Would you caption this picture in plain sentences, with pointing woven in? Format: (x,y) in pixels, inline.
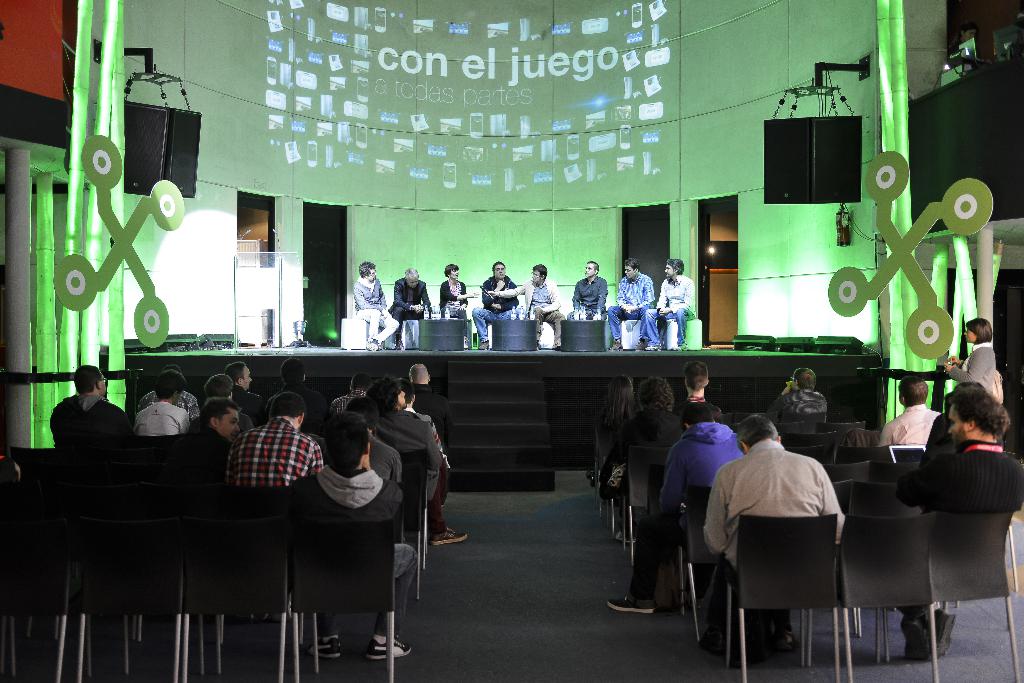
On the background (583,109) we can see a projector screen (477,85). These are doors (715,257). We can see all the persons (502,306) sitting on chairs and we can see water bottles (575,318) on the table (591,318). These are stairs (517,379). This is a platform (575,373). We can see all the audience (825,490) sitting on chairs (180,500). At the right side of the picture (974,381) we can see one woman (980,369) standing.
